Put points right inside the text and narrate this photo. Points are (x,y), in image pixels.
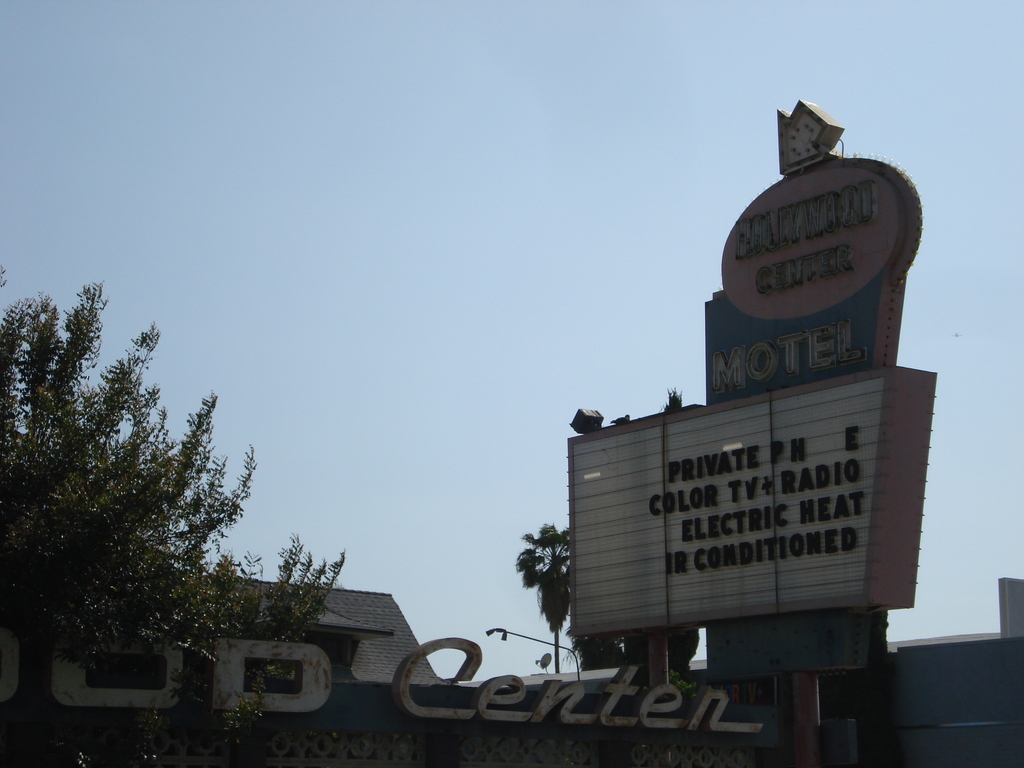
The picture consists of trees (61,604), building (628,721) and a board (709,511), on the board (795,408) there is a text (713,495). In the background (460,159) it is sky (606,154).
